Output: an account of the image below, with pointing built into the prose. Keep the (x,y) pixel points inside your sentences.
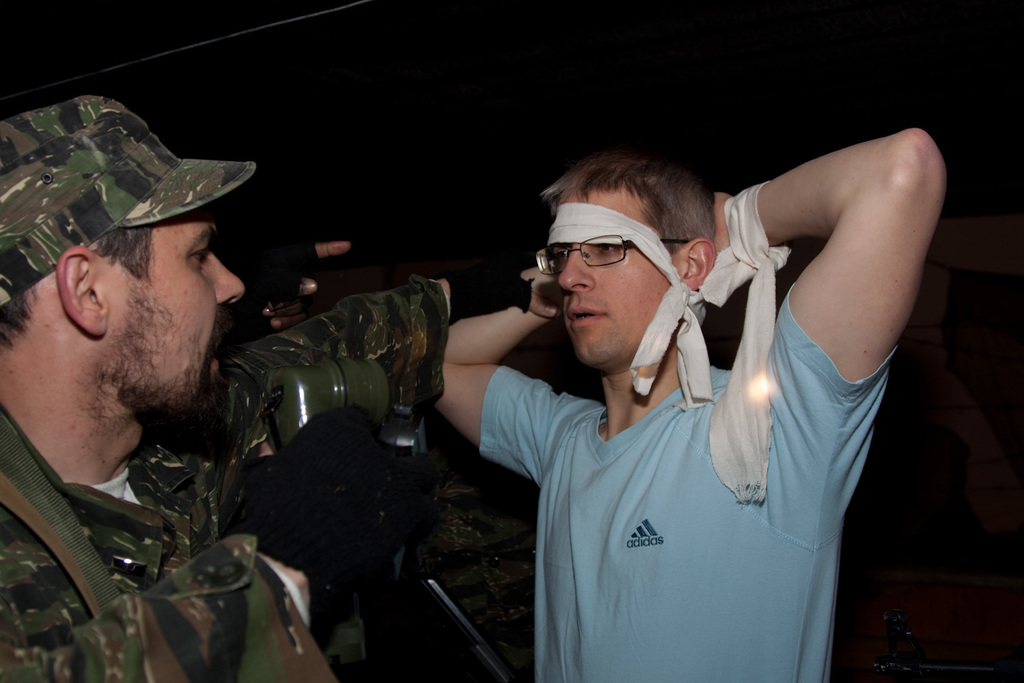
There are two men (464,321) standing in the foreground area of the image (637,348) and the background (731,351) is black.
